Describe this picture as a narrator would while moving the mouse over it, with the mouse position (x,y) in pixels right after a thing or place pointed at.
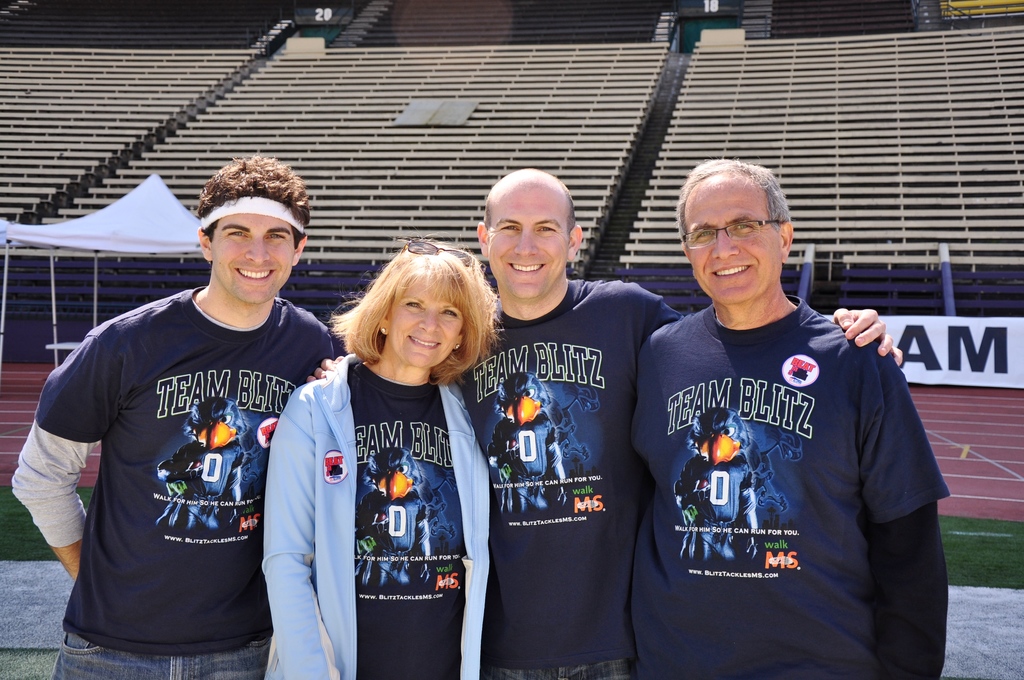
In this image I can see a woman (348,392) and three men (253,171) are standing. I can see all of them are wearing same colour of t shirt (452,498) and on their t shirt (264,443) I can see something is written. I can also see smile on their faces (707,285) and here I can see one of them is wearing specs (775,221). In the background (50,268) I can see white colour shed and I can see something is written over there.
